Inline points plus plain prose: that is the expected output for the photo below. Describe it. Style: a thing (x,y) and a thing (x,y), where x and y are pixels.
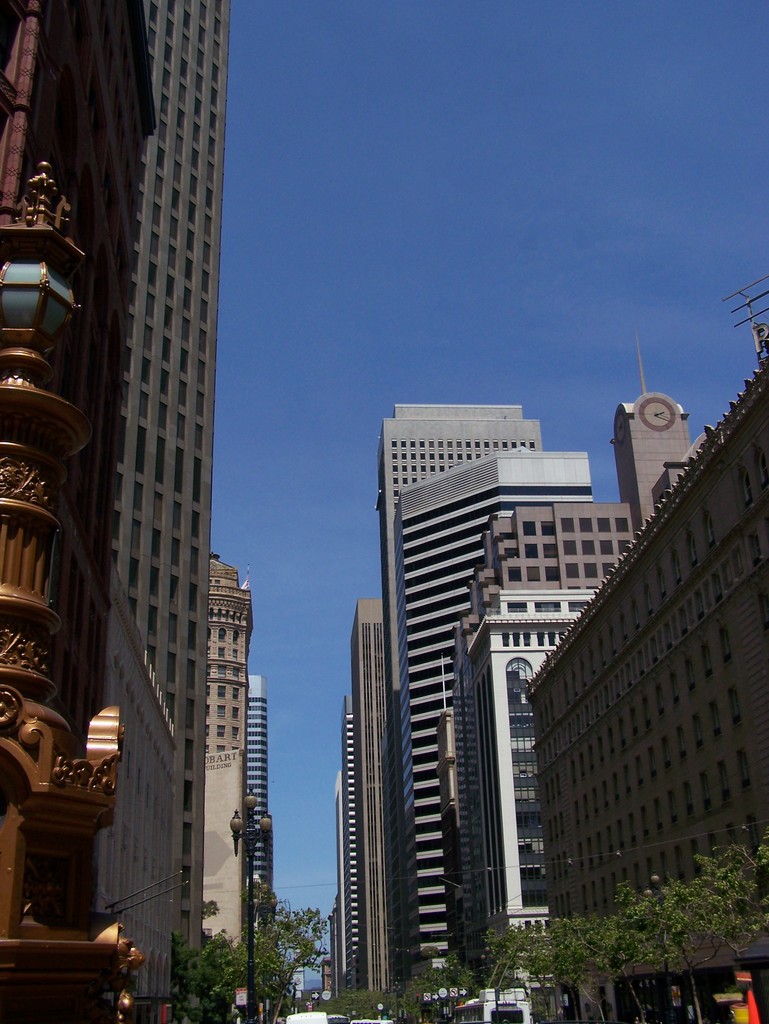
In the image we can see there are lot of buildings (396,630) and there are lot of trees (179,1012) and behind there is a clock tower building (625,479).
